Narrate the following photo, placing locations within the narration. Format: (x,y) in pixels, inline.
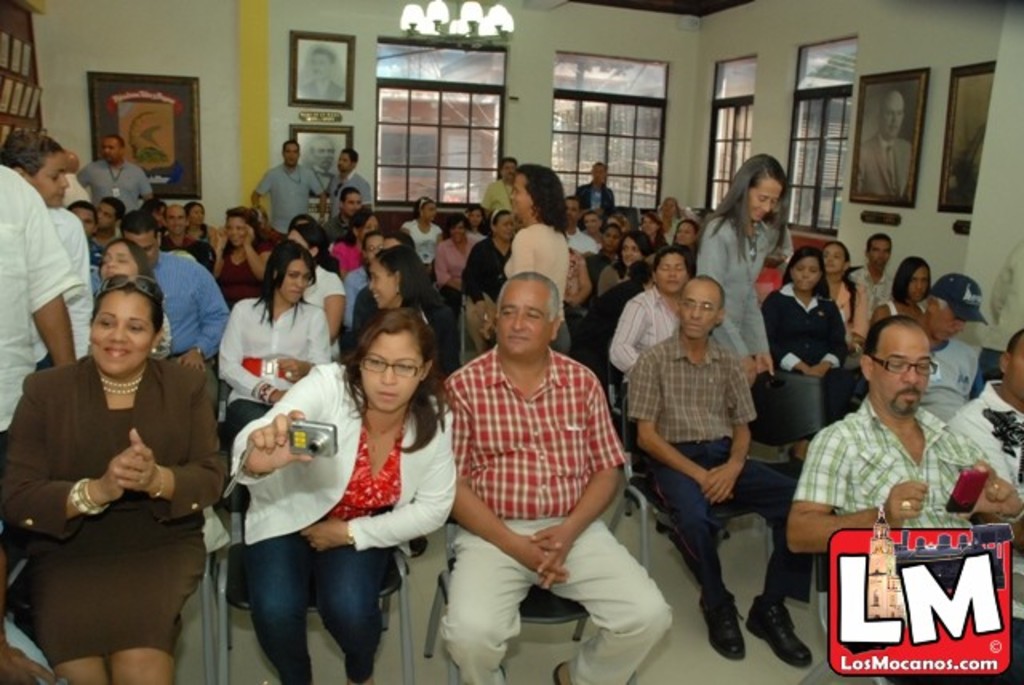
In this image we can see men (199,367) and women (390,387) are sitting on the chairs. Background of the image (444,142) windows (615,142) are there. Right side of the image (903,111) frames (919,122) are attached to the wall (926,208). Top of the image (456,19) chandelier (440,7) is there. left side of the image (123,100) also frames (112,94) are attached to the wall (174,66).
